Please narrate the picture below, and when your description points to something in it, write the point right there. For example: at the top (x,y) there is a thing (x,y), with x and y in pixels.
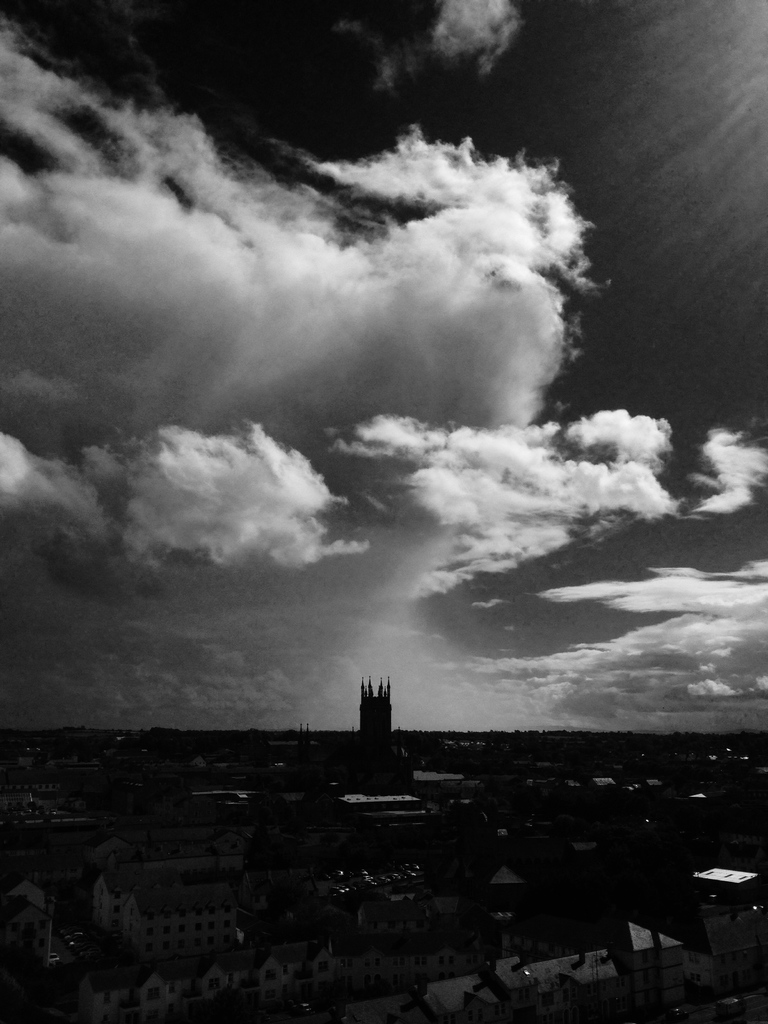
In this picture we can see a few buildings (252,826) from left to right. Sky (472,506) is cloudy.
